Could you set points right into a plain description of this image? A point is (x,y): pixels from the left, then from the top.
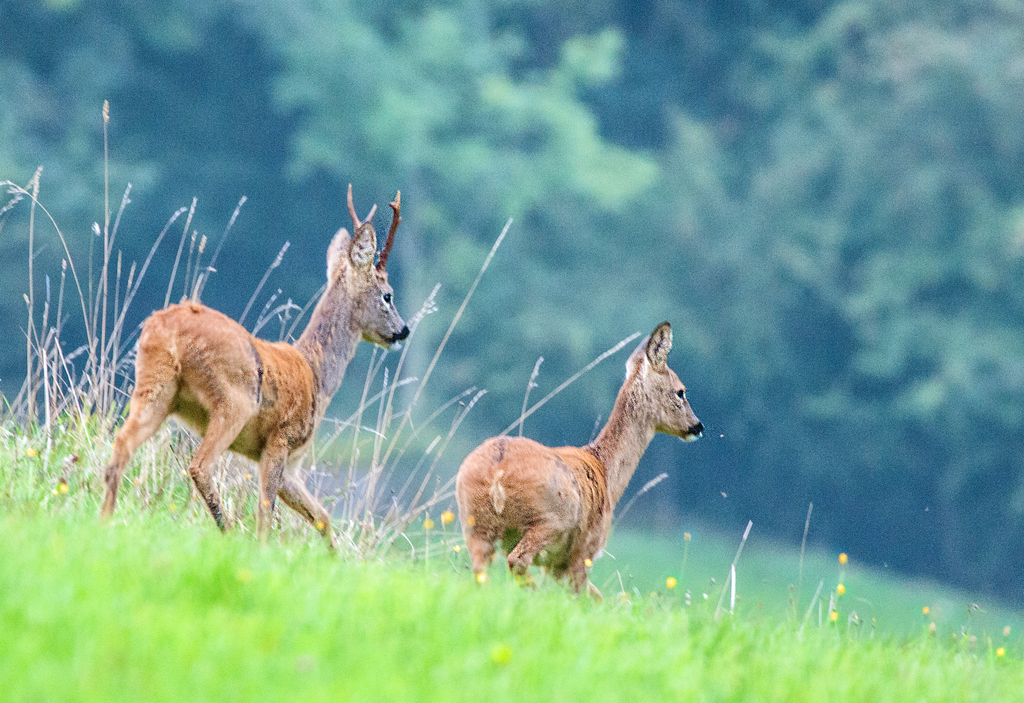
In this picture I can see two small deers (541,531) on the ground (270,574). At the bottom (841,613) I can see some yellow flowers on the grass (562,630). In the background (883,201) I can see many trees (923,238).
